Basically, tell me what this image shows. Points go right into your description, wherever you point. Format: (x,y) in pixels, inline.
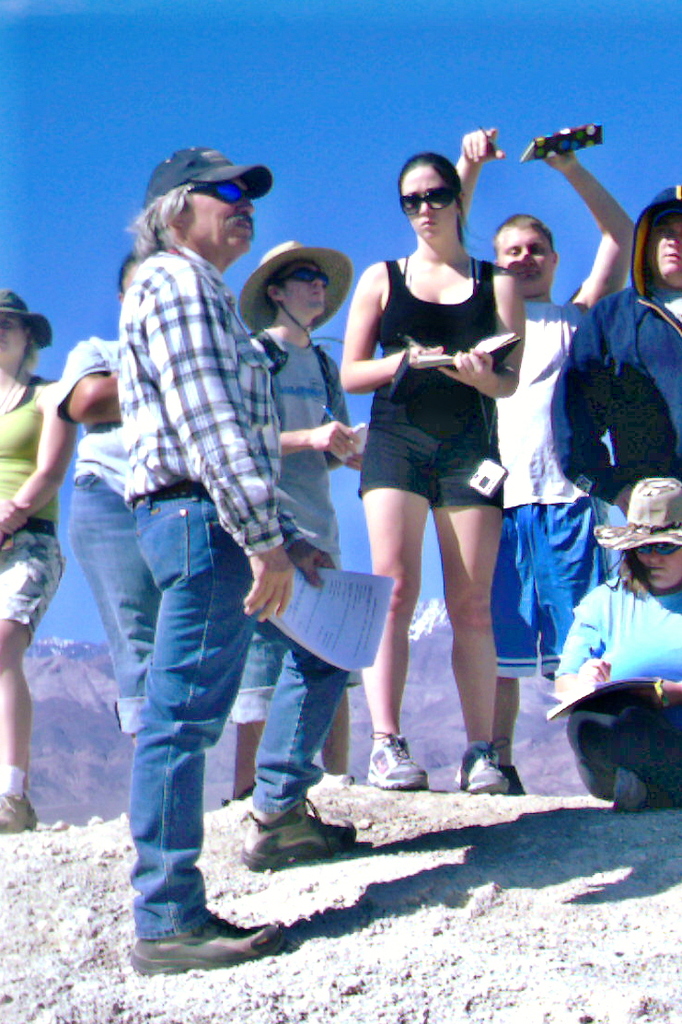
In this picture, we see the men (229,475) and the women (52,473) are standing and most of them are holding the books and the pens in their hands (488,361). The woman (376,517) in the middle of the picture (447,359) is holding a book (450,358) and a pen (411,340) in her hands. On the right side (605,659), we see a woman (652,652) in the blue T-shirt (641,652) who is wearing a hat (647,515) is writing something in the book (631,688). There are hills (81,805) in the background (421,669). At the top (356,79), we see the sky (312,118), which is blue in color.
